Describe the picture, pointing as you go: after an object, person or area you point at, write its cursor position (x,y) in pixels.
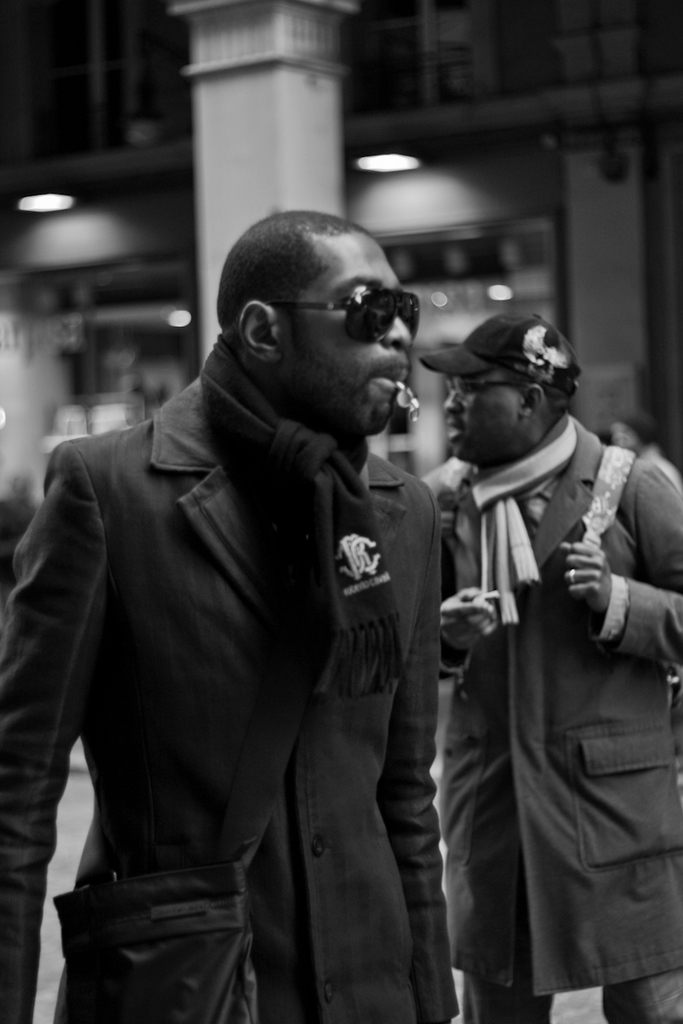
In this picture there is a person (393,652) standing and there is a person (607,848) standing and holding the object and bag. At the back (483,263) there is a building (591,178) and there is a glass wall (475,267). At the top (274,146) there are lights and there is a pillar (252,159).
